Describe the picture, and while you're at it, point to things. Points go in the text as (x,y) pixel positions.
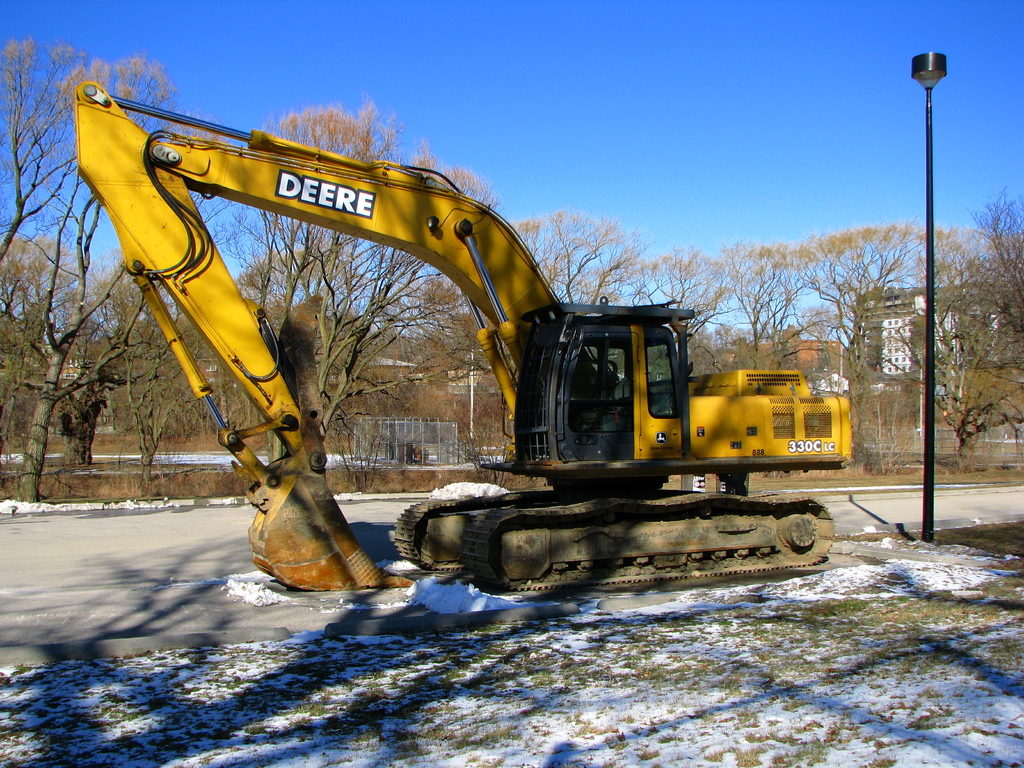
In this image we can see an excavator (387,575) on the road (116,514), there are some trees (345,387), poles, lights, fence (400,441) and snow (429,595), in the background (669,149) we can see the sky (292,53).
